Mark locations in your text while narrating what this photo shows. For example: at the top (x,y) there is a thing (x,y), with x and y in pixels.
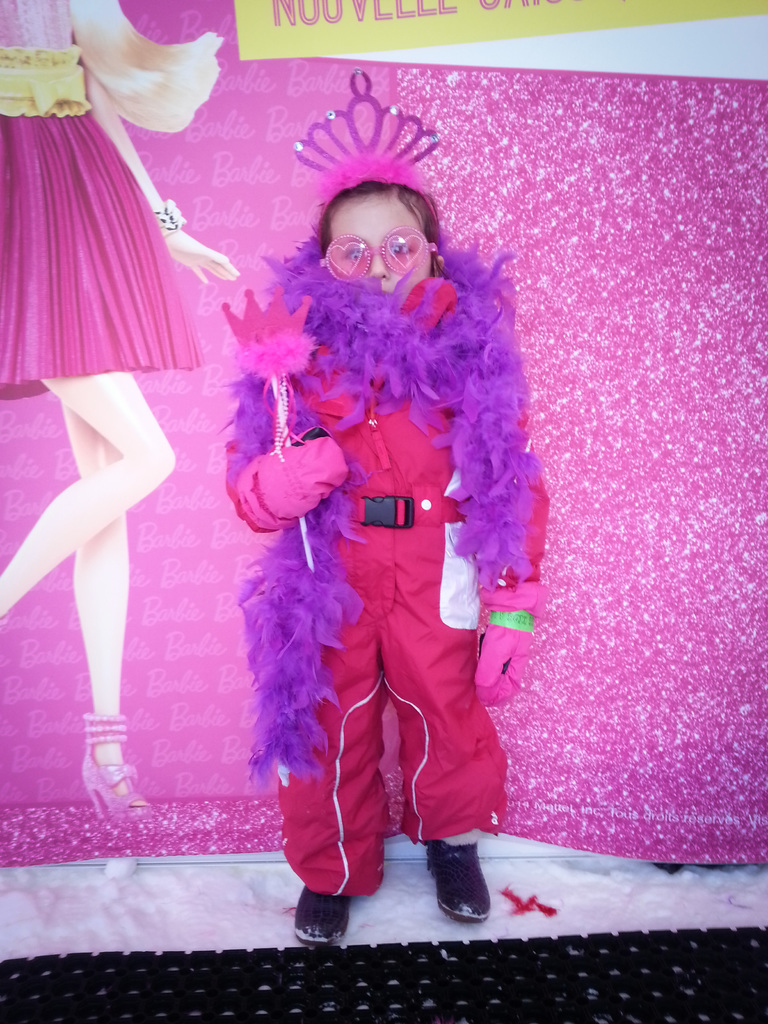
In this picture I can see child (433,827) in front (401,382), who is standing and I see that this child (373,335) is holding a thing (259,373) and I see a crown (373,172) on the head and I see the pink color background (623,405) and I see depiction of a woman (69,396) on the left side of this image (59,302) and on the top of this image (374,3) I see something is written.
